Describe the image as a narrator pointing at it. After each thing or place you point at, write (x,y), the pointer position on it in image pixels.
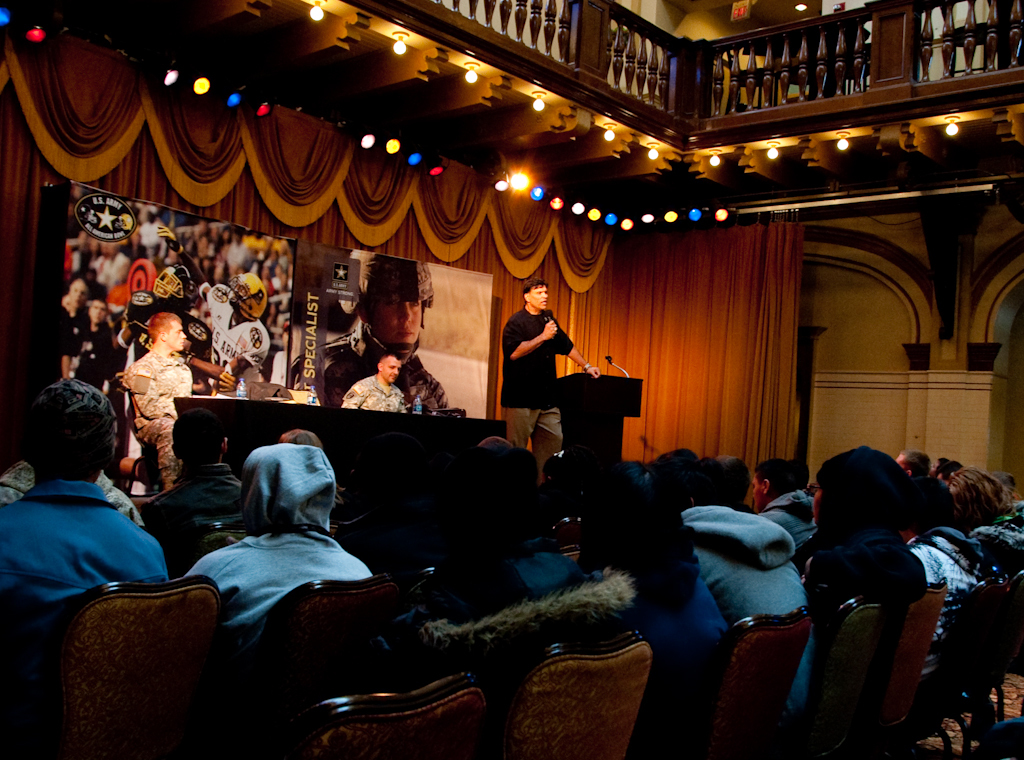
In front of the image there are people (524,517) sitting on the chairs (464,692). There is a person (537,418) standing beside the podium (559,389). On top of the podium (591,391) there is a mike (622,371). There is a table (409,422). On top of it there are water bottles (419,408). Behind the table (375,423) there are two people (386,403) sitting on the chairs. In the background of the image (390,288) there is a banner (349,323). There are curtains (784,407). On top of the image (518,5) there are lights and there is a railing (734,99).
